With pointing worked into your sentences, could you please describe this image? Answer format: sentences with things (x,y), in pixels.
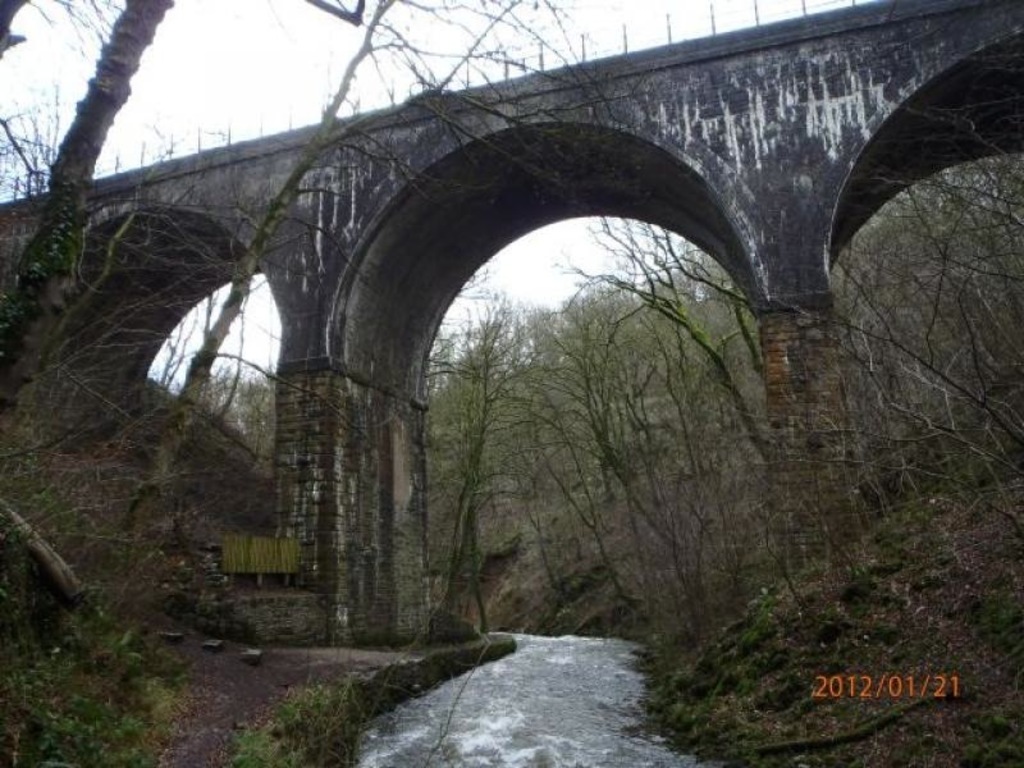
In this image I can see the ground (274,687), the water (491,709) and few trees (547,558). I can see the bridge (310,232) which is black and white in color and the sky (167,78) in the background (598,245).
